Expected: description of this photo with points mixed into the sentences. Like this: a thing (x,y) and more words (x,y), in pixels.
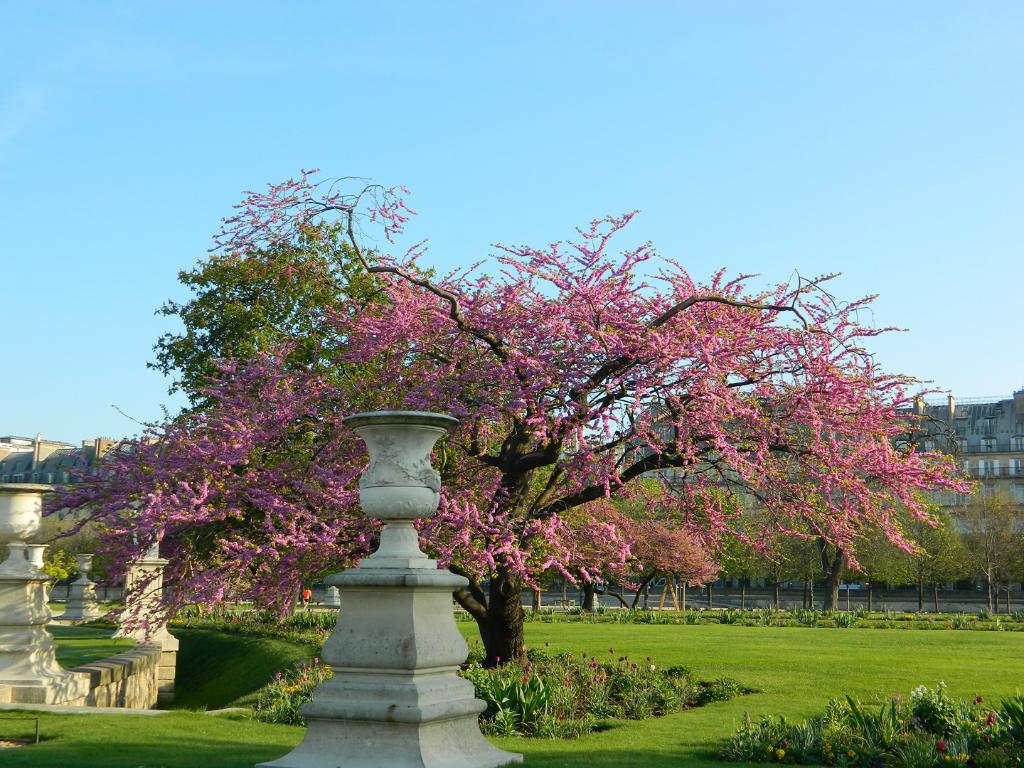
In this image we can see a garden (674,698). In garden (694,735) so many plants (781,735) are present and trees (560,556) are there. Left side of the image (31,634) pillars (51,668) are there. Background (993,446) one building (996,434) is there. The sky (854,255) is in blue color.
